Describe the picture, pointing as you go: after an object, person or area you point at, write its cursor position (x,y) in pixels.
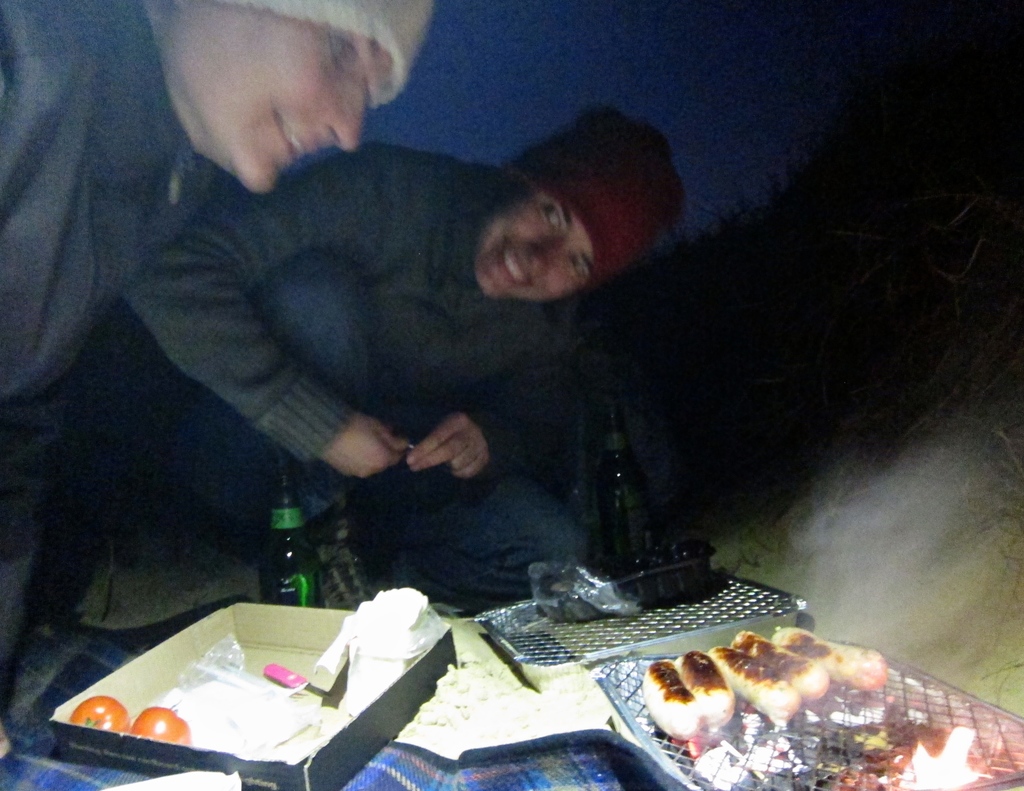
In this picture there are two persons (275,162) who are sitting on the floor (512,724). Beside them I can see the carton boxes (334,712), barbecue stand (836,738) and other objects (512,746). In the bottom right corner (686,682) I can see some sausages (699,697) on the barbecue stand (832,716). In the top (543,1) I can see the sky (544,2).
